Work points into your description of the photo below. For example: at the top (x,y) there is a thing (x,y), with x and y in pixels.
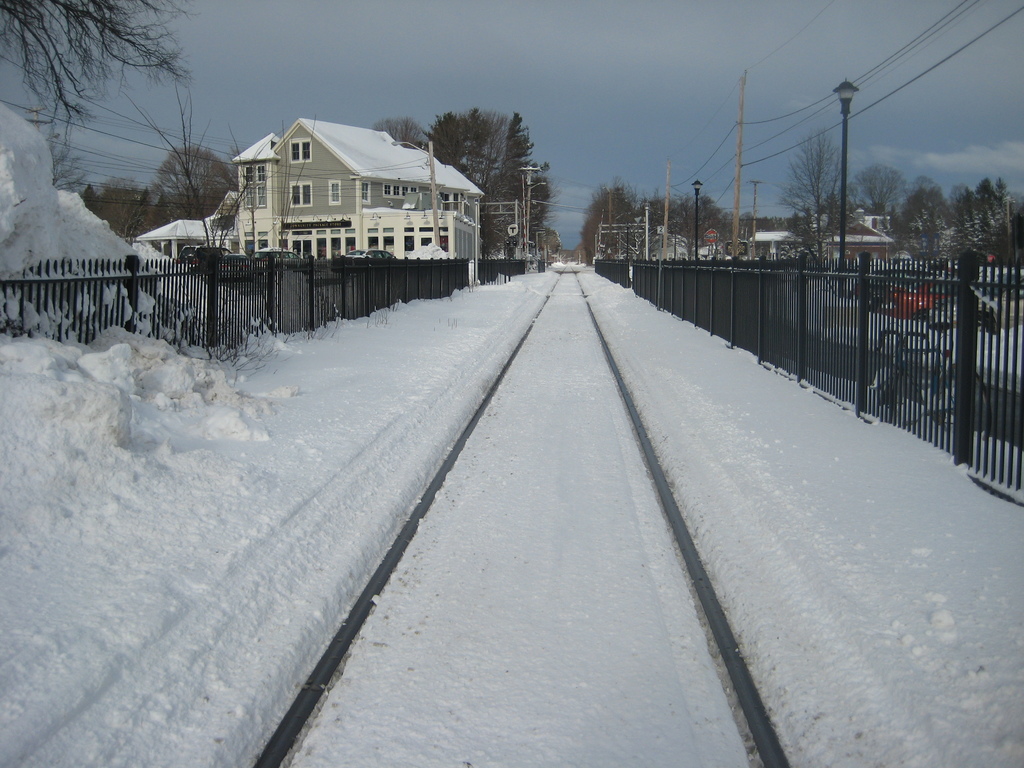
In this picture we can see buildings (396,236) with windows (409,239), trees (681,219), fence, poles (670,189), snow (542,297), wires (917,75) and in the background (238,54) we can see the sky (693,54) with clouds (681,138).
